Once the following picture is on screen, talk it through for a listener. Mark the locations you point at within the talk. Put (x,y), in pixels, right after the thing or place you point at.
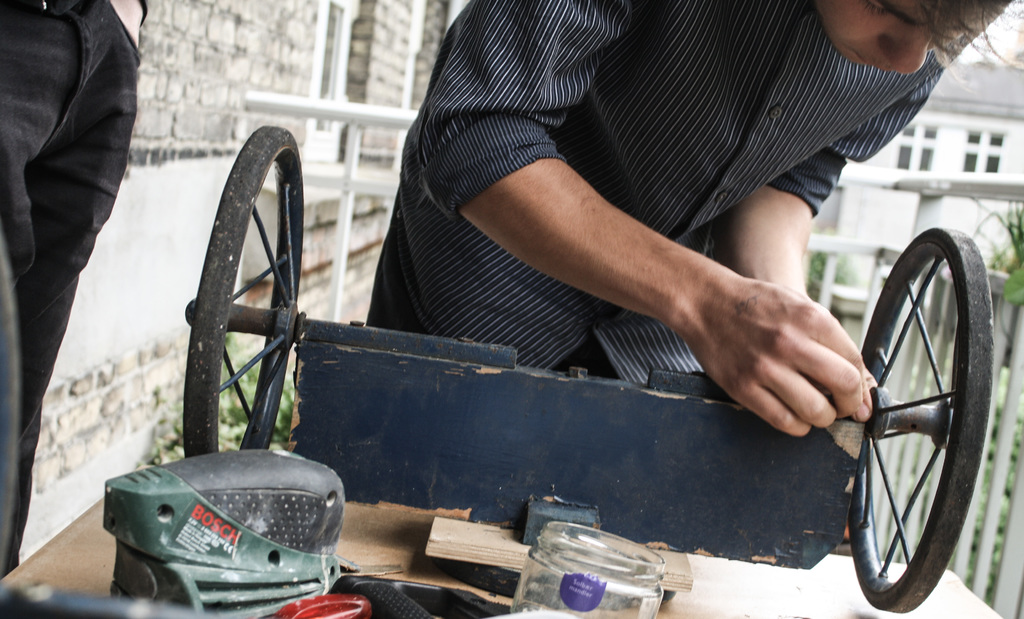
In the center of the image (554,219) there is a person (531,219) standing at the table (899,564). On the table (969,606) we can see wheels (956,478), a jar (562,571) and sanding machine (227,532). On the left side of the image (19,61) we can see a person (55,272) standing. In the background (146,177) there are buildings (168,126), trees (995,219) and sky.
